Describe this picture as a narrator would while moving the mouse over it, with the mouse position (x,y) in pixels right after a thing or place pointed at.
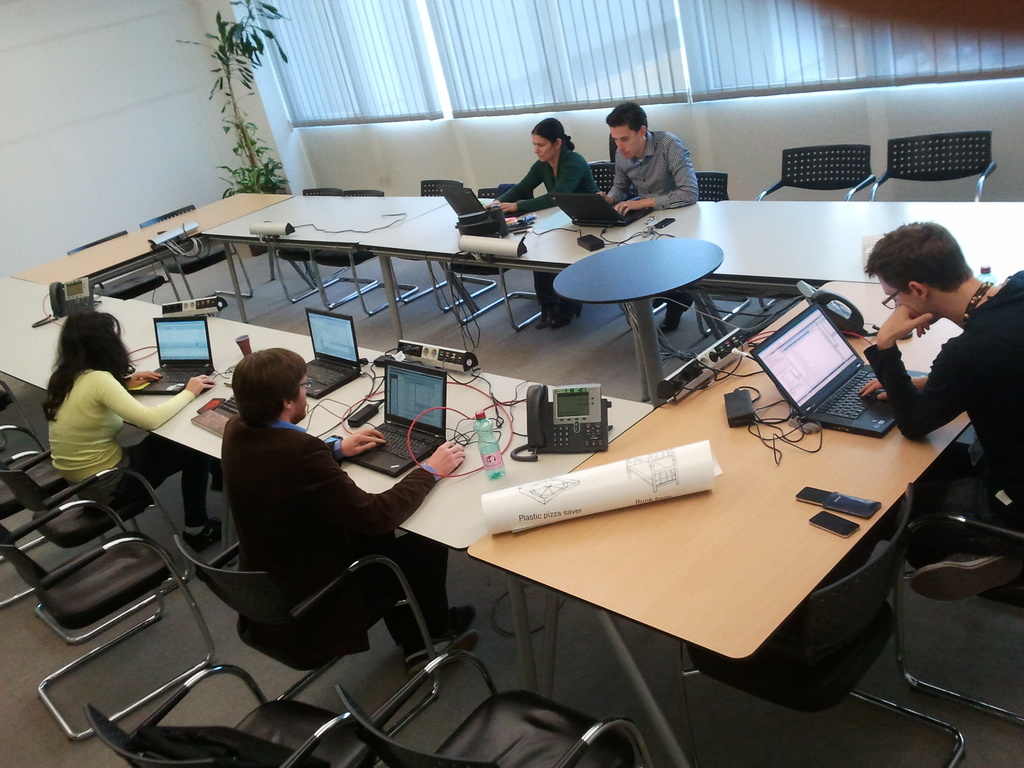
In this image i can see three man (961,367) sitting on a chair (602,187) and doing work in a laptop (839,355), there are two women (559,189) also sitting and doing work in a laptop (177,371), there is a table (475,452), telephone (596,446), a chart (600,471), remote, mobile (838,522) on a table (712,559) at the background (478,52) i can see a curtain (455,61) a small plant (272,170) and a wall (177,104).
